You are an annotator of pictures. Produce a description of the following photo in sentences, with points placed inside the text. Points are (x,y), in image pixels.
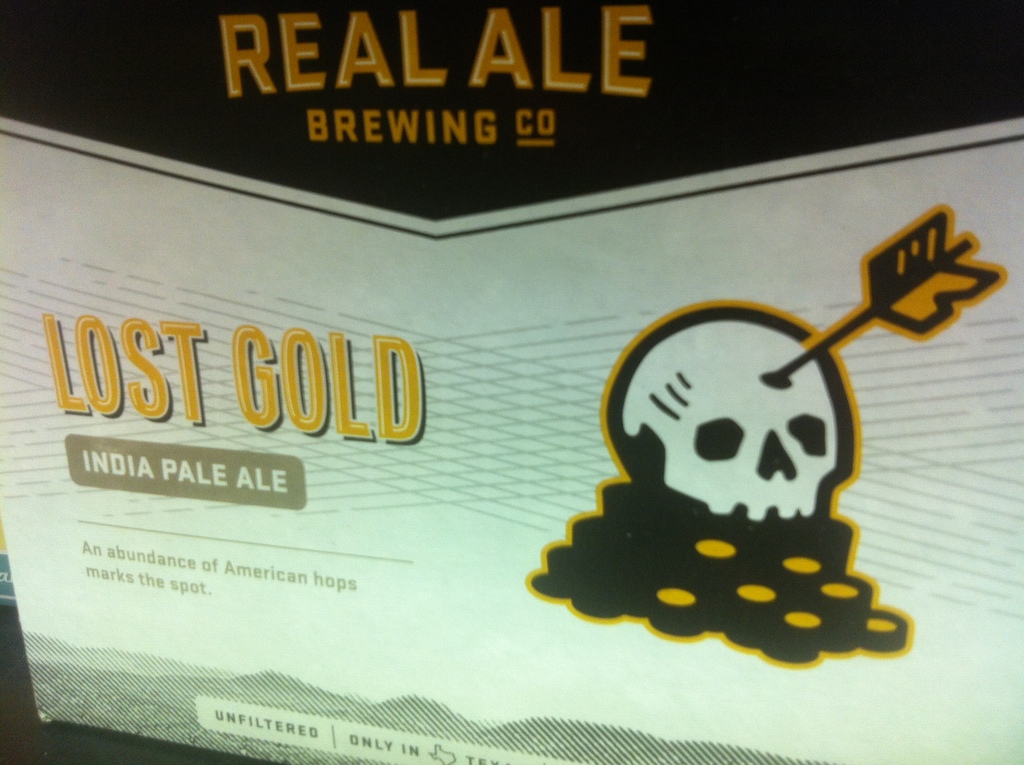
In this image we can see one board (522,630) with text (126,331) and images (231,697). There is one object (10,597) behind the board (145,603) on the left side of the image (5,596).
